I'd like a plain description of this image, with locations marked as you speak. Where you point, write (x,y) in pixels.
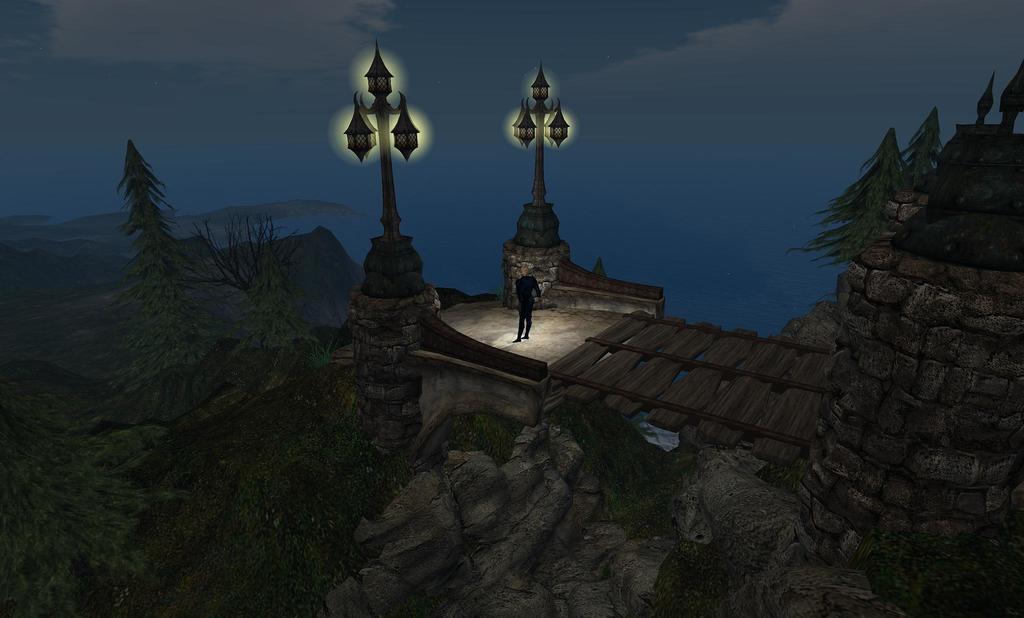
In the image we can see there is an animation picture in which there is a person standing on the building (548,350) and there are lot of trees (143,347). There are street light poles (528,132).
